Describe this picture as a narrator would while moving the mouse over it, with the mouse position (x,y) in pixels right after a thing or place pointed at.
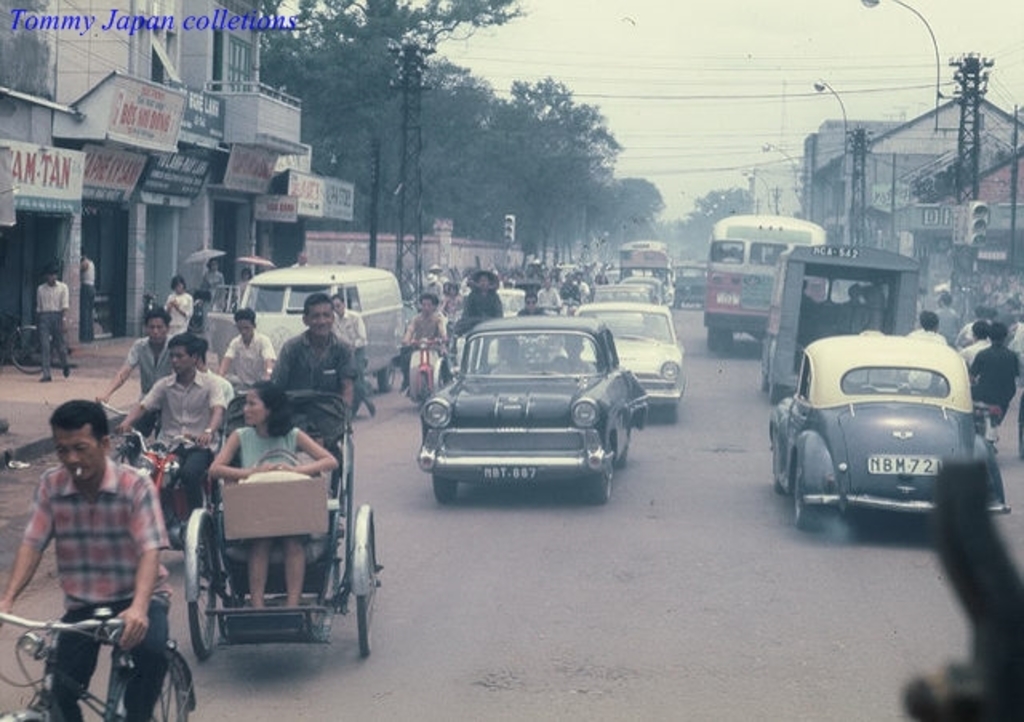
In this pictures and some vehicles (716,282) like cars (488,363), buses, bicycles (123,669) in the backdrop (295,80) they are Towers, cables (586,97), sky (618,6) and trees (370,114).
